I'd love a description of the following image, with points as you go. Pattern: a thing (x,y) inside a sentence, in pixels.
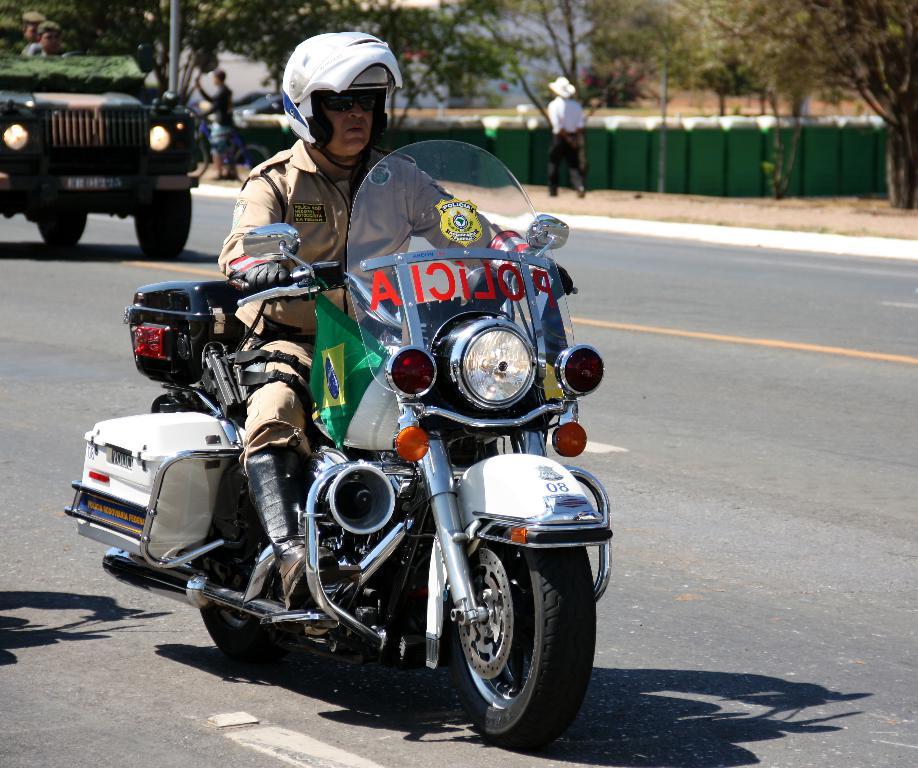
In this image, we can see a man (284,268) riding a bike (215,498), he is wearing helmet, there is a car (48,137) on the road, in the background (237,35) there is a person (577,149) walking and we can see some trees (292,38).
